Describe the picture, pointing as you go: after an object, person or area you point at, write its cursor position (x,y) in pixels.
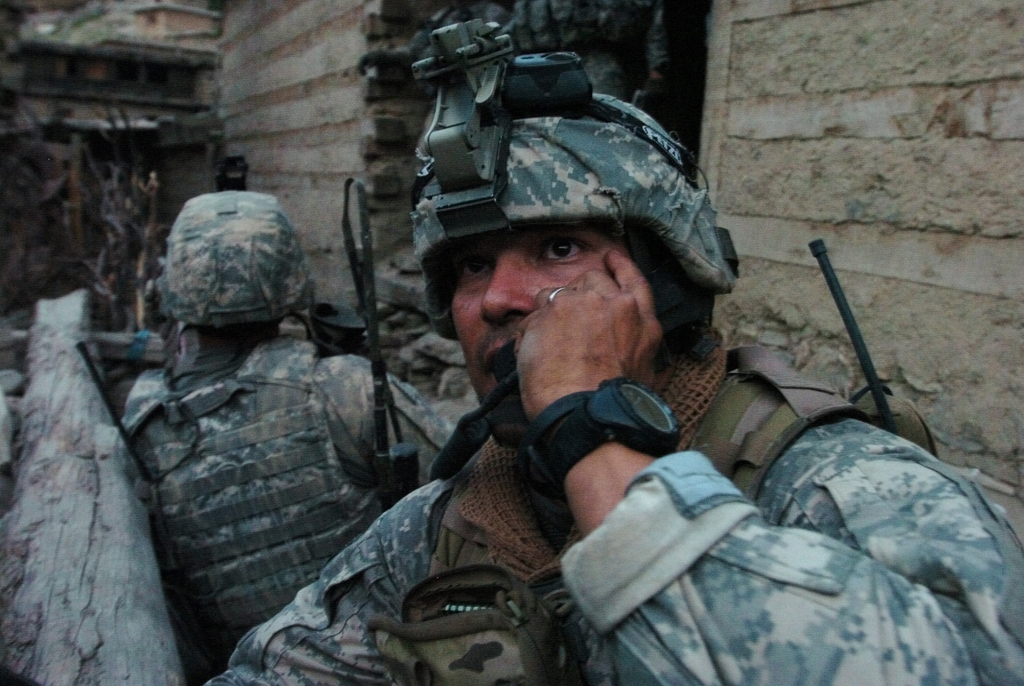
In this image we can see two people (262,469) wearing uniforms (624,567). In the background (828,231) there is a wall (233,133).
